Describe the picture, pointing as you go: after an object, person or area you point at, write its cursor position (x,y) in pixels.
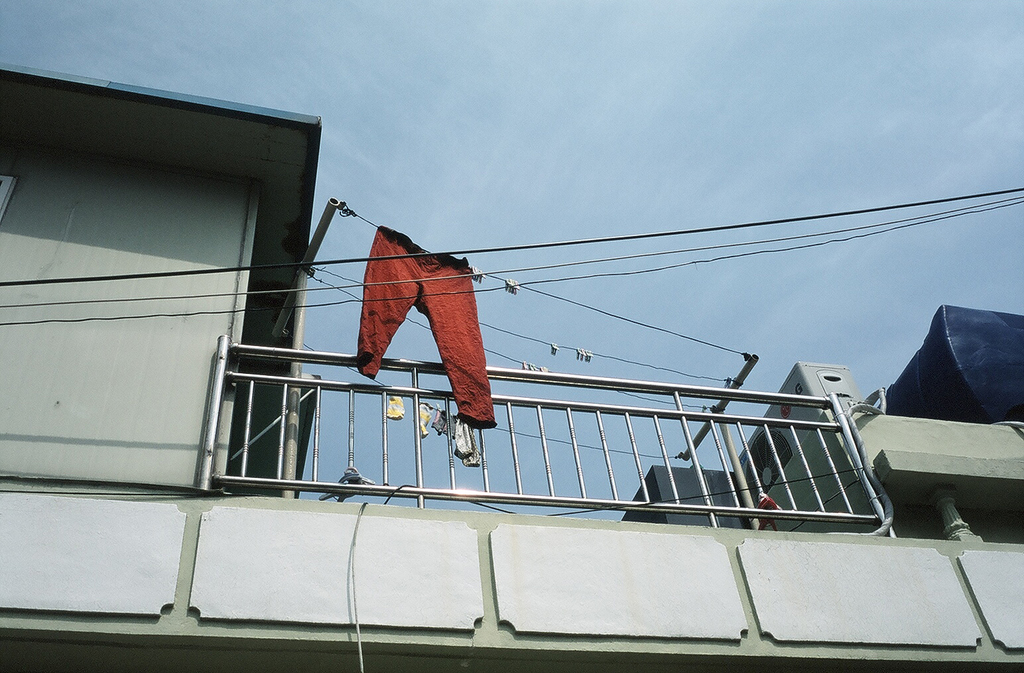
In this image I can see a building (531,592) and on the top of it I can see railing (283,485). I can also see few wires (560,266) and few clothes (465,454) near the railing (330,353). In the background (222,59) I can see the sky (615,206).
